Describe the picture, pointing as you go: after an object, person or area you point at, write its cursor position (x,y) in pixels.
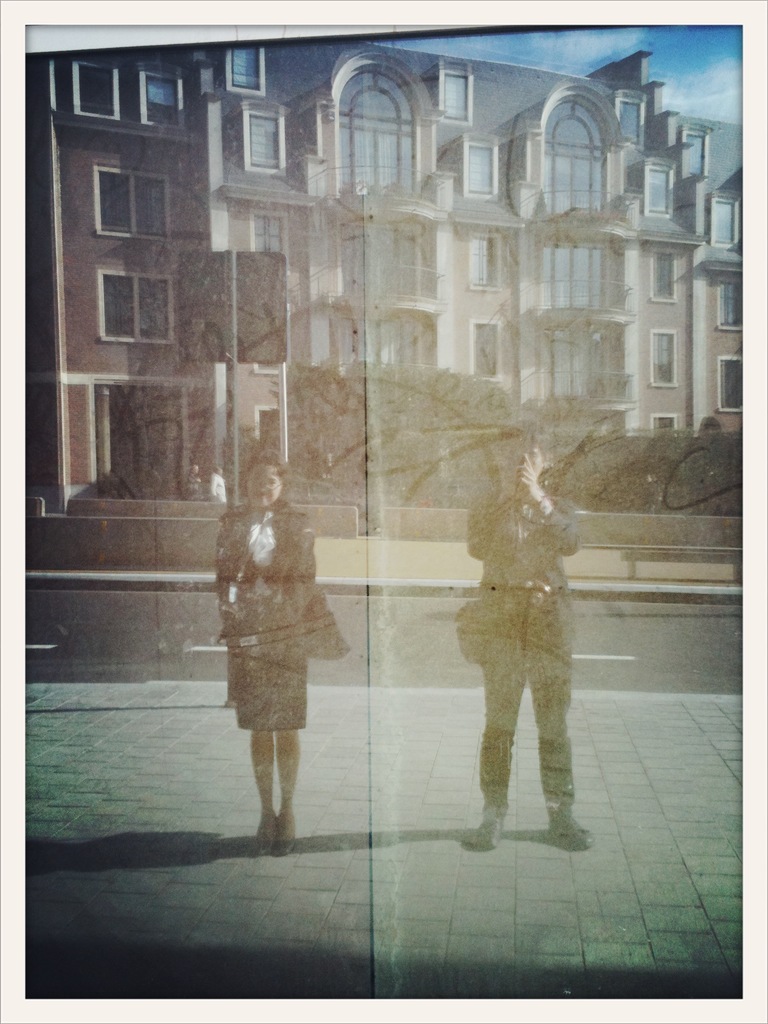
In this image we can see man (527,579) and woman (286,736) on the ground (294,864). In the background (626,353) we can see buildings (626,353), trees (333,409), sky (665,53) and clouds (673,83).
